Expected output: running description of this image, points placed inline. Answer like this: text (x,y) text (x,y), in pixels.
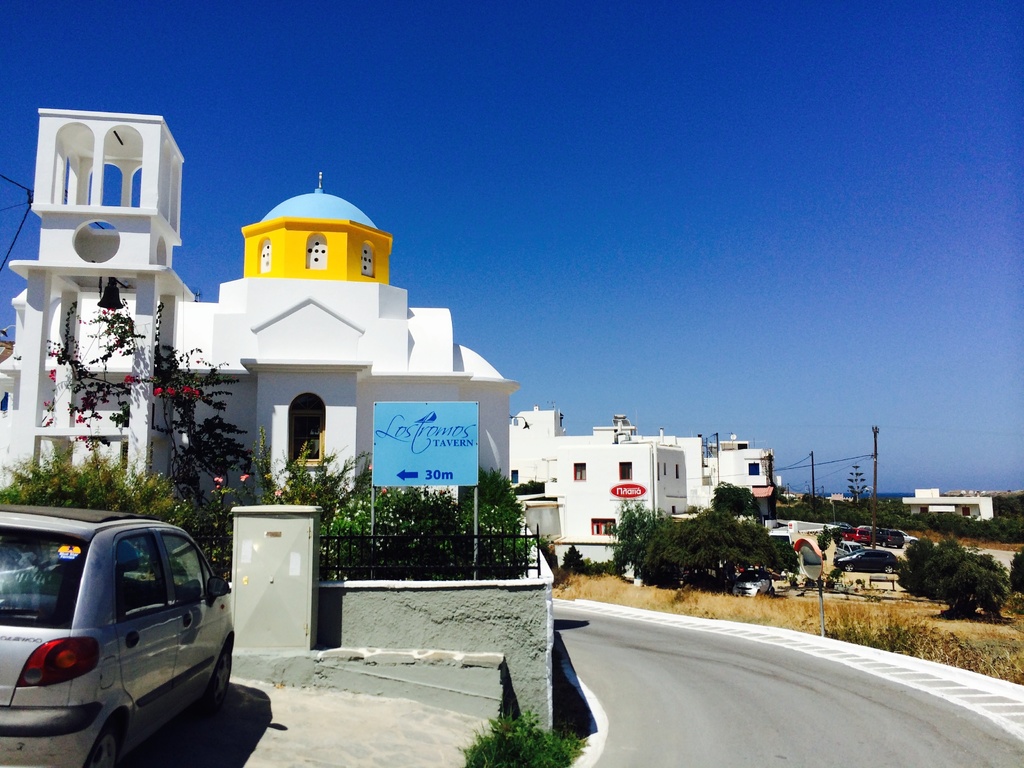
In this picture I can observe a building (401,380) on the left side (175,416). There are some plants (261,487) in the middle of the picture (485,509). On the right side (687,674) there is a road (687,674). I can observe a car (156,624) parked on the left side (114,563). In the background (630,231) there is sky (579,168).
